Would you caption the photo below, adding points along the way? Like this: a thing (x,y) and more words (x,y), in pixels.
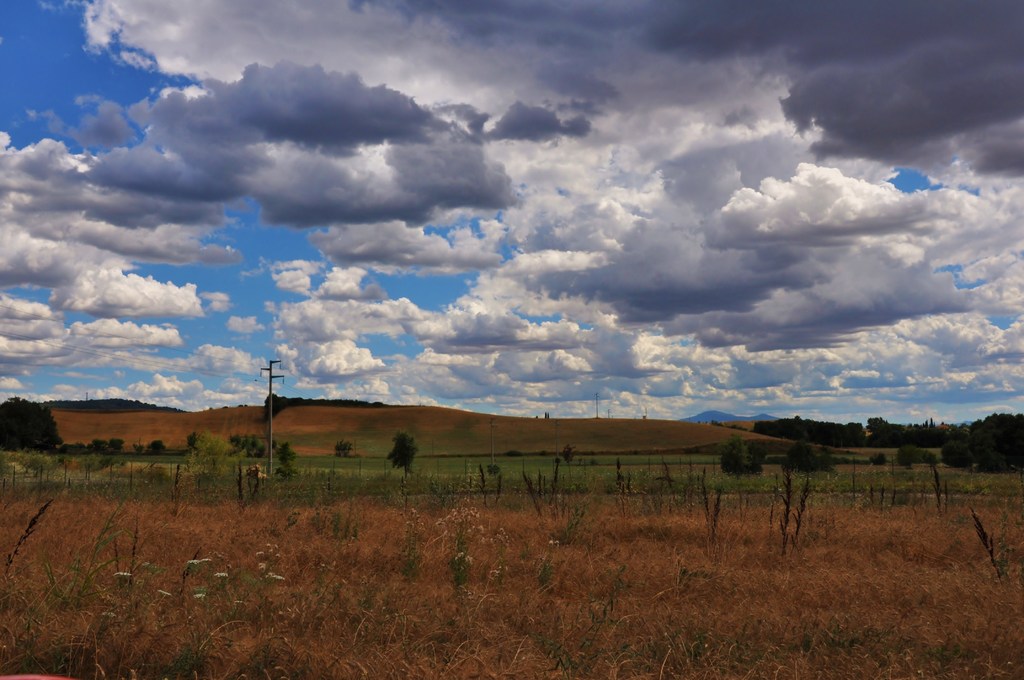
As we can see in the image there are plants (558,656), grass (400,498), current pole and trees (948,444). On the top (336,179) there is sky (252,257) and clouds (360,209).
